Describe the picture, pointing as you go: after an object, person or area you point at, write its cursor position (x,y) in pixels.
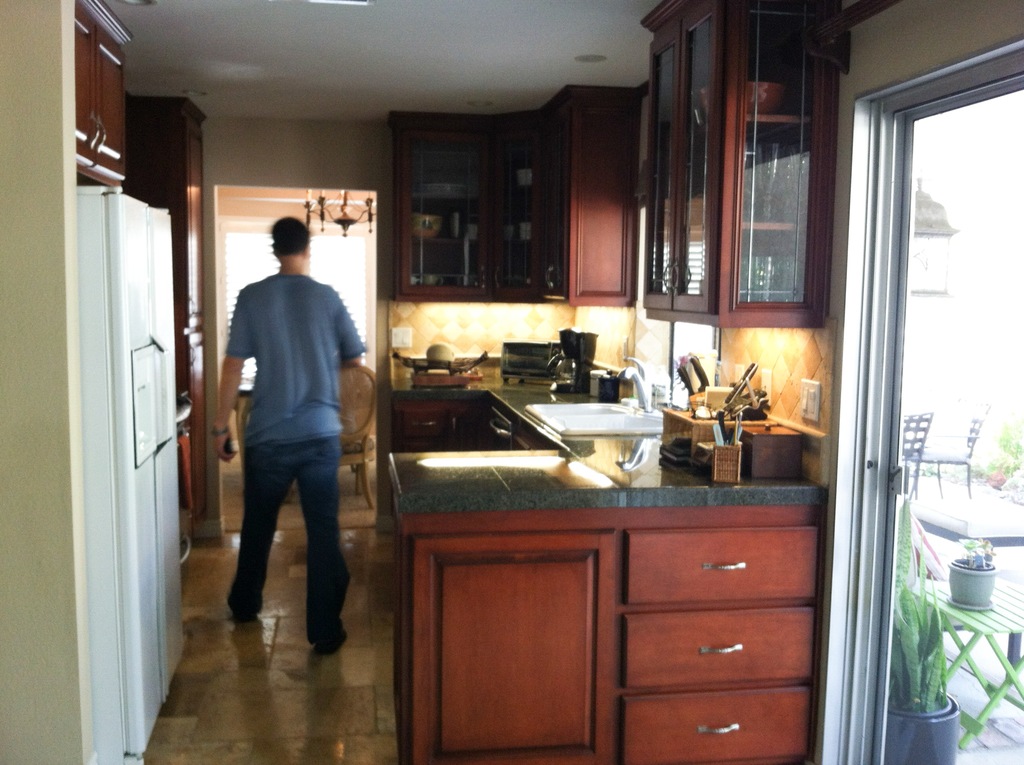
This image consists of a man (334,521) wearing a blue T-shirt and a blue jeans (303,469). It looks like it is clicked in a kitchen (517,585). On the left (169,440), we can see a fridge (166,376). On the right (694,200), there are cupboards (418,260) and we can see the knife stands (706,395) along with the sink (570,405). At the bottom (662,692), there are drawers (766,721). On the right (1001,561), we can see a door (991,713) through which we can see the plants (983,556) and chairs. At the bottom (343,710), there is a floor (294,714).
